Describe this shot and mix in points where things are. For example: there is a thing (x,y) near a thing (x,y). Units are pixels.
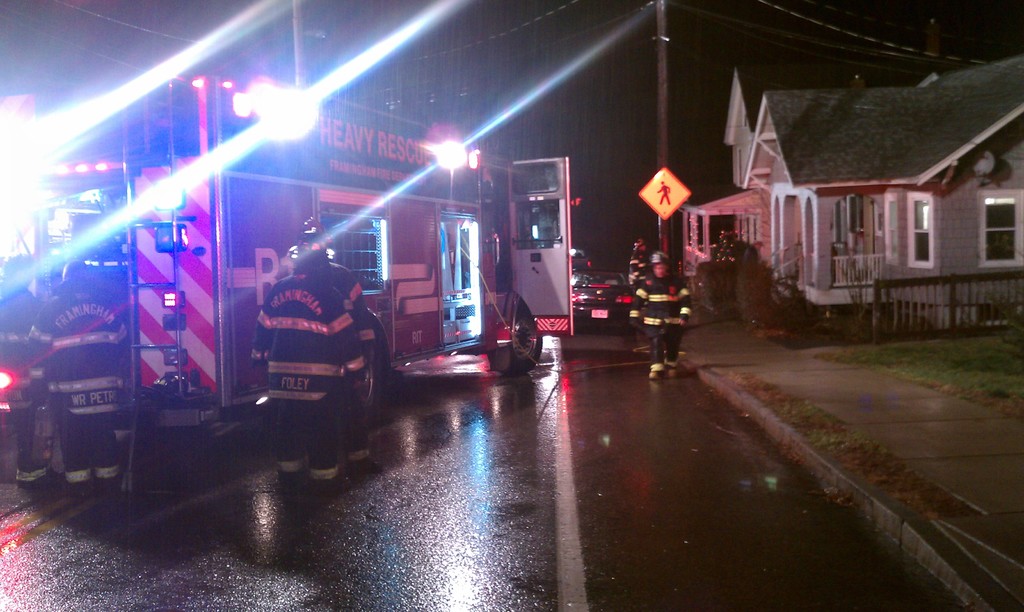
The pole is with sign board (664,193). Beside this pole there is house (863,140) with roof top (906,160) with window (997,241) and with fence (911,291). Plants (769,308) are in-front of house (866,159). Grass (986,364) is beside the house (903,194). Footpath (945,409) is beside the grass (986,351). Man (657,292) is walking on road (662,386), as we can see a moving position in his legs (656,351). Vehicles (535,291) on roads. Lights (288,117) on vehicle (327,136). Men (94,359) are standing here.
